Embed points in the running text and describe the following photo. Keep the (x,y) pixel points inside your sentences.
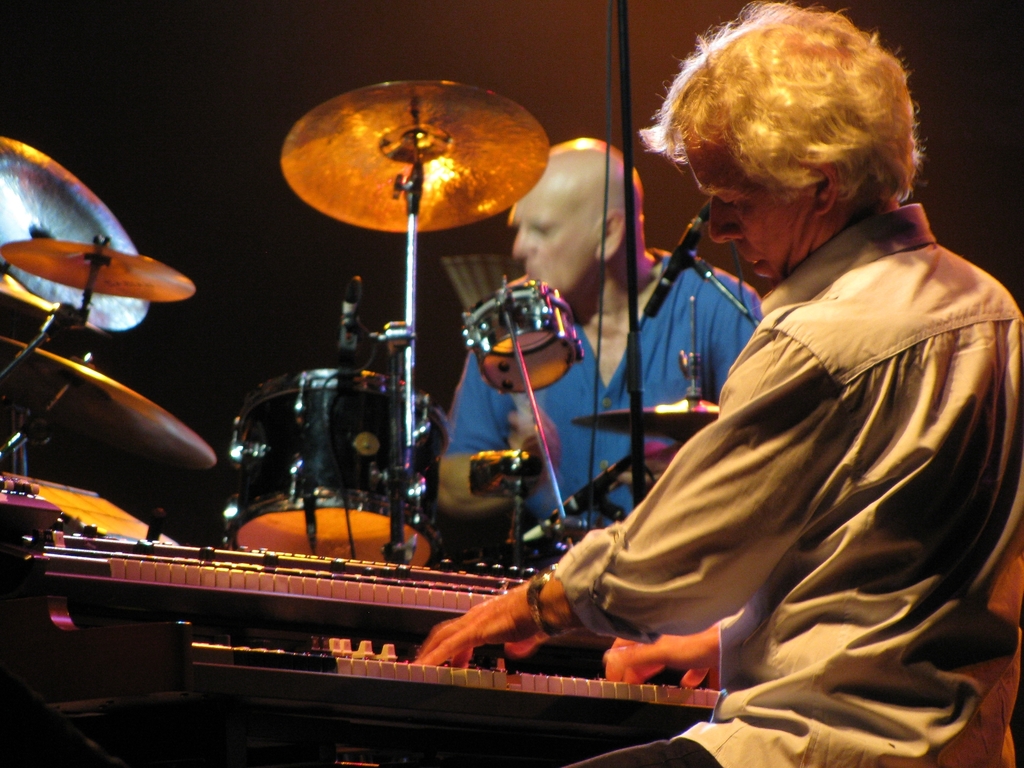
On the right side of this image (818,456) I can see a man (816,468) wearing a shirt (814,623), sitting and playing the piano (379,615). In the background (604,345) there is another man (583,249) playing the drums (356,484). The background (273,248) is in black color.
